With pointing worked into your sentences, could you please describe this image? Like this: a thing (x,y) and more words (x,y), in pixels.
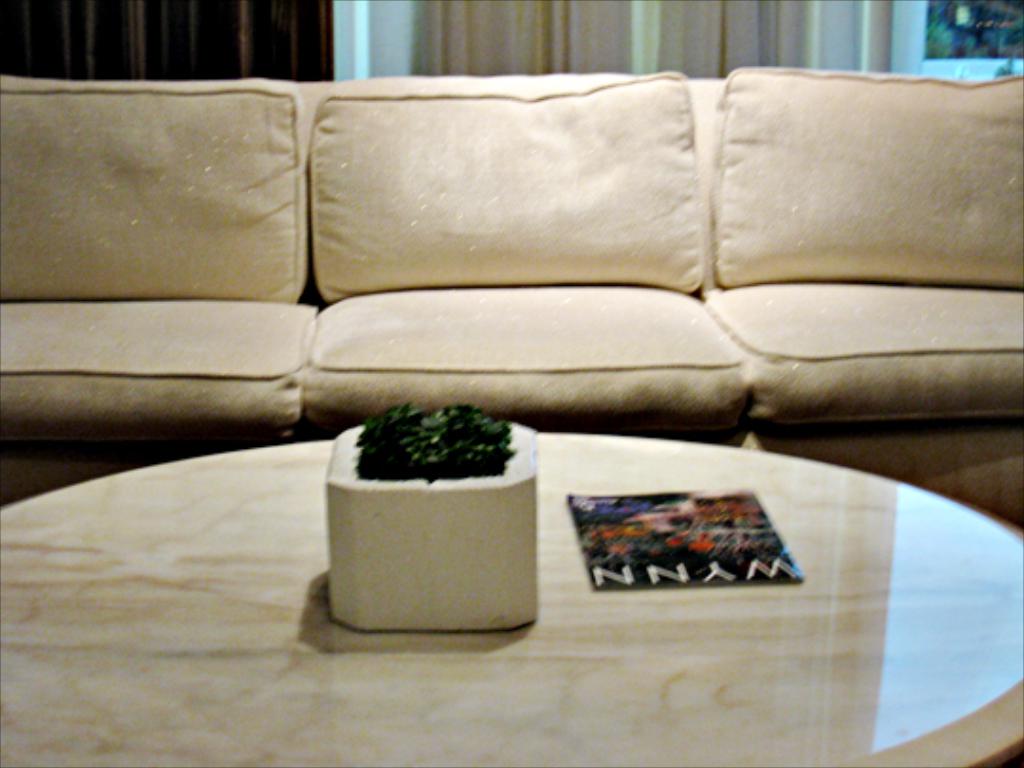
In this image in front (332,752) there is a table (630,662). On top of the table (229,513) there is a flower pot (474,539) and a magazine (658,539). Behind the table (707,458) there is a sofa (644,244). On the backside (440,59) there are curtains (647,34).
